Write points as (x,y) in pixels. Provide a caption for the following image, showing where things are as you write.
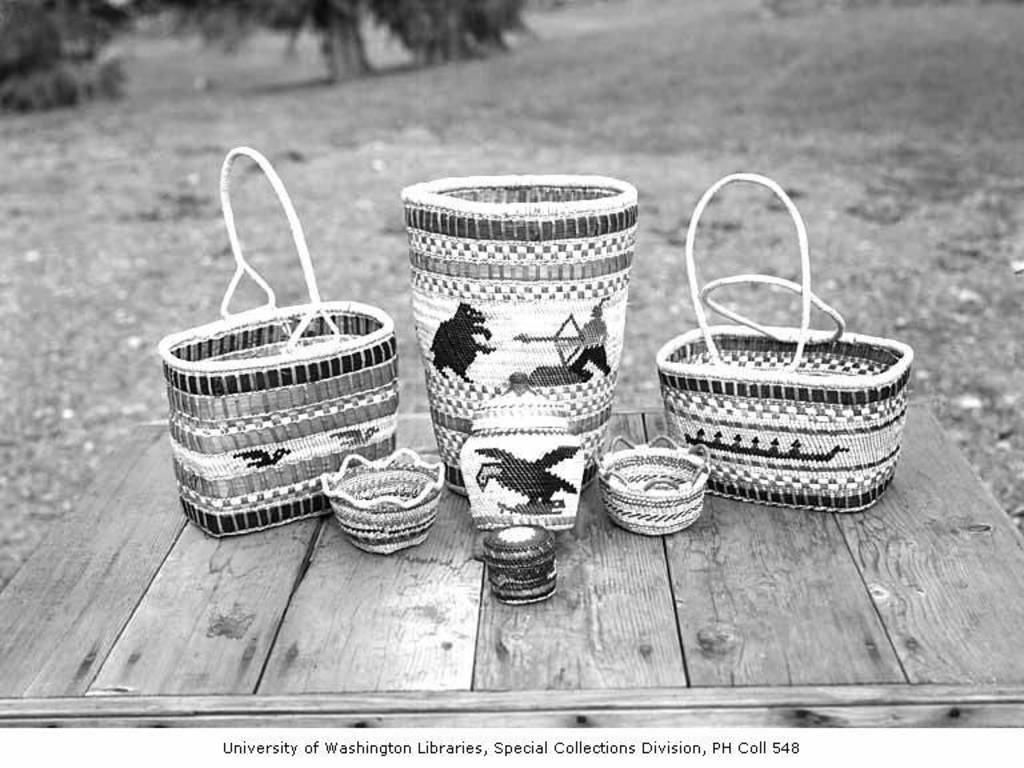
This picture clicked outside. In the foreground (56,573) we can see a wooden table (478,669) on the top of which baskets (358,395), jar (566,519), bowls (660,505) and some other items (522,569) are placed and we can see the pictures (444,360) of some objects (454,344) and pictures (280,455) of birds (266,453). In the background (483,100) we can see the ground (409,115) and the trees (362,42).
